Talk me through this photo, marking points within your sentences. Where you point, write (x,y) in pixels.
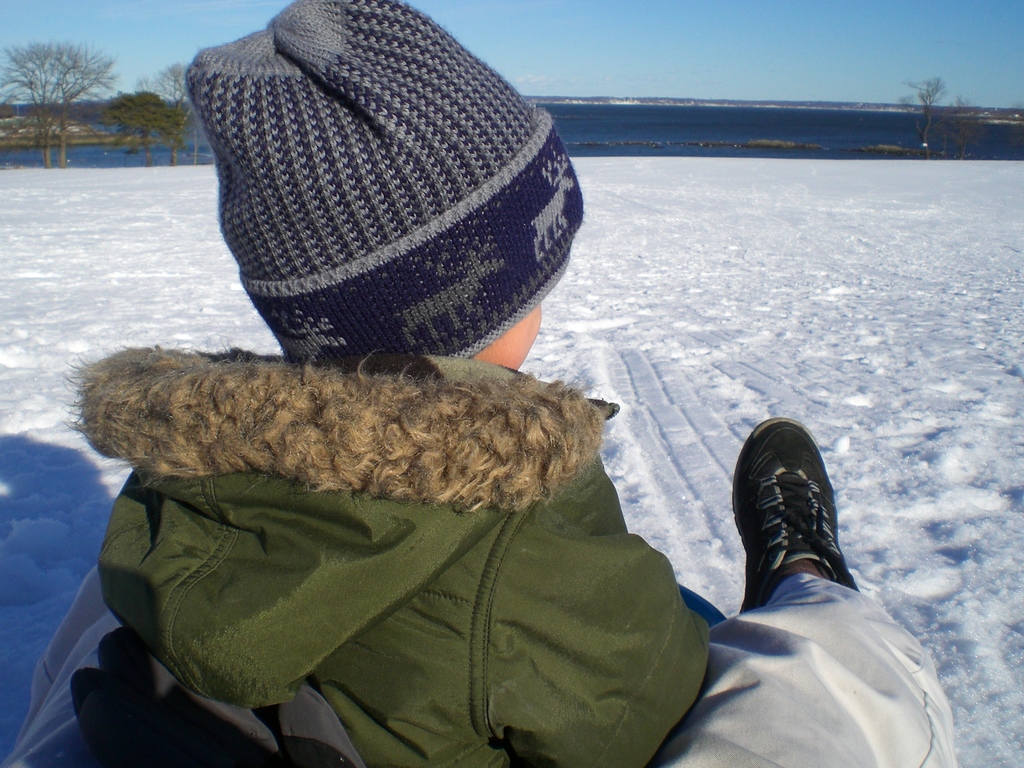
In this image I can see the child (526,490) sitting, there is a snow surface (627,458). And in the background (783,108) there is sky (809,70), water (847,132) and trees (925,100).
